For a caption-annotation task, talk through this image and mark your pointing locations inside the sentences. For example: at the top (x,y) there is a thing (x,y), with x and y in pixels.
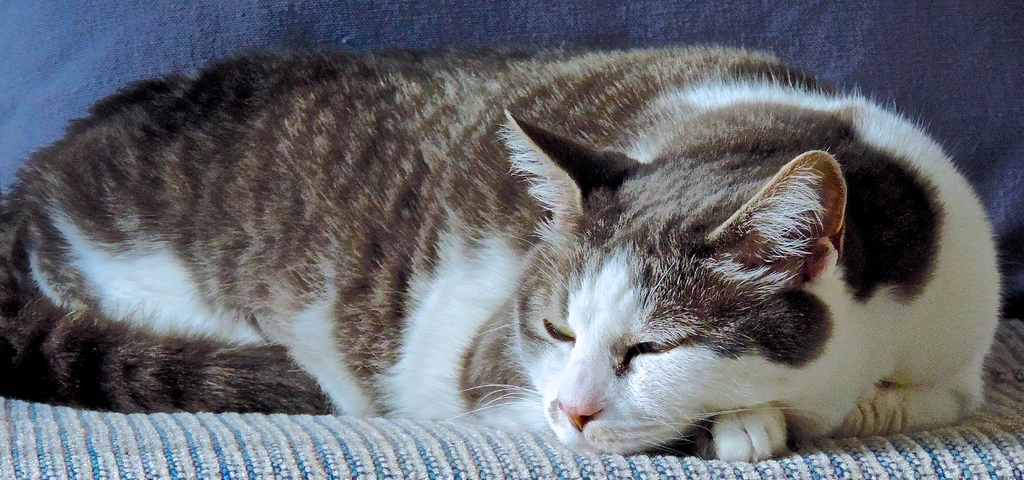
It is a zoomed in picture of a cat (644,270) present on the sofa (140,425).
